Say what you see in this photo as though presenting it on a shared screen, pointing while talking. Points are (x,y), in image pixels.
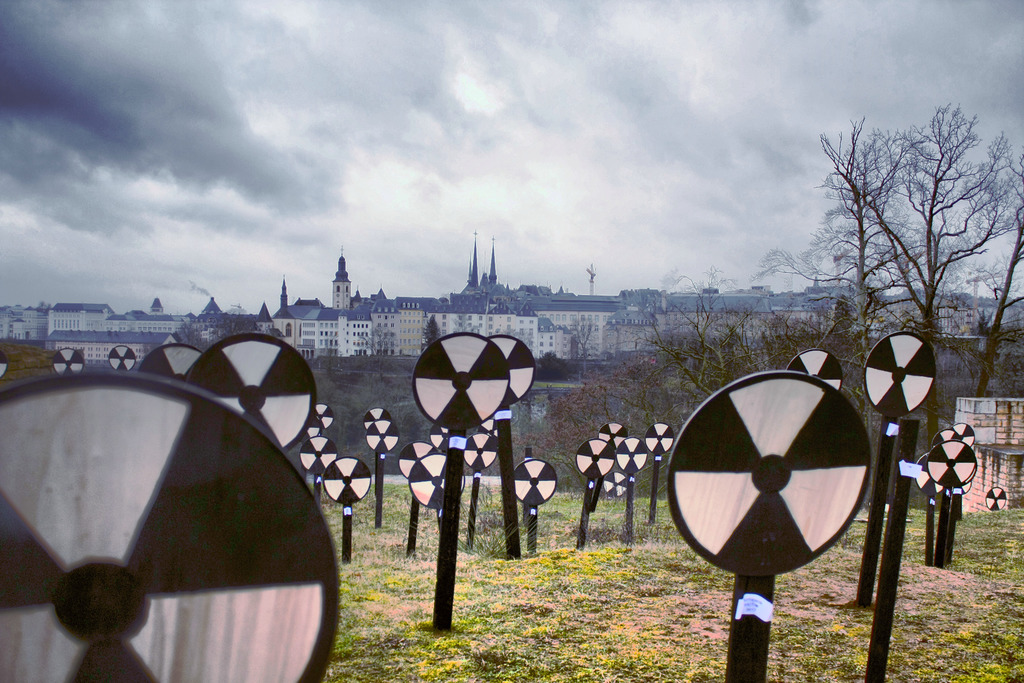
In the image there are many boards (347,478) with black and white paints (443,423), behind the boards (830,458) there are trees (933,327) and buildings (352,343).
